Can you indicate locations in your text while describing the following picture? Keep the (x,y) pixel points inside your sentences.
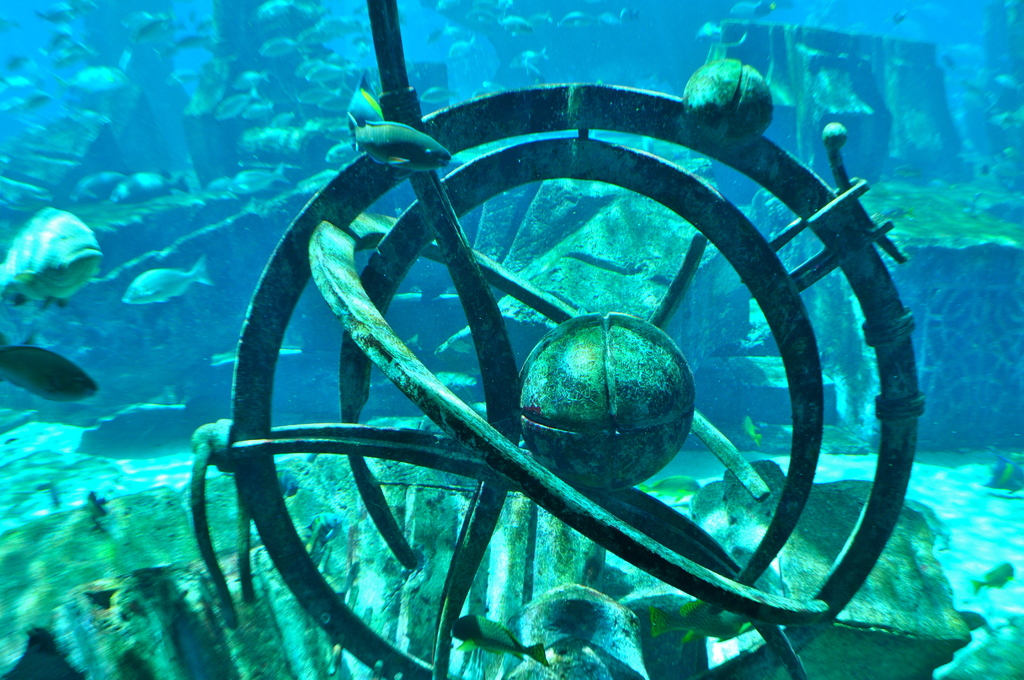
In this picture i can see fishes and some objects (612,438) in the water (297,397).
